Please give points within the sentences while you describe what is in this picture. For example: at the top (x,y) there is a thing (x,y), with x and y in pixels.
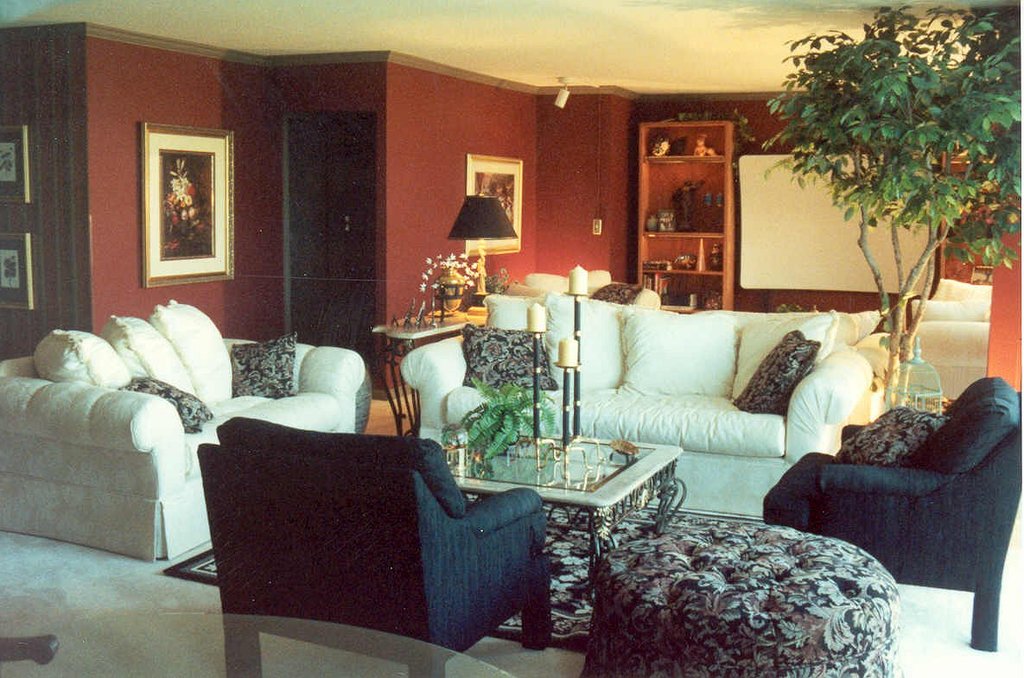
On the background (313,99) we can see wall (606,210), cupboards (711,225). There are few photo frames (230,183) over a wall (260,219). Here we can see few products (669,224) arranged in a cupboard (694,178). This is a ceiling (685,41). Here we can see a plant (925,87). These are sofas (304,365) with cushions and chairs (387,536). Here we can a table (592,488) and on the table (562,459) there is one house plant (505,440). This is a floor (48,553) and a carpet (574,589).
